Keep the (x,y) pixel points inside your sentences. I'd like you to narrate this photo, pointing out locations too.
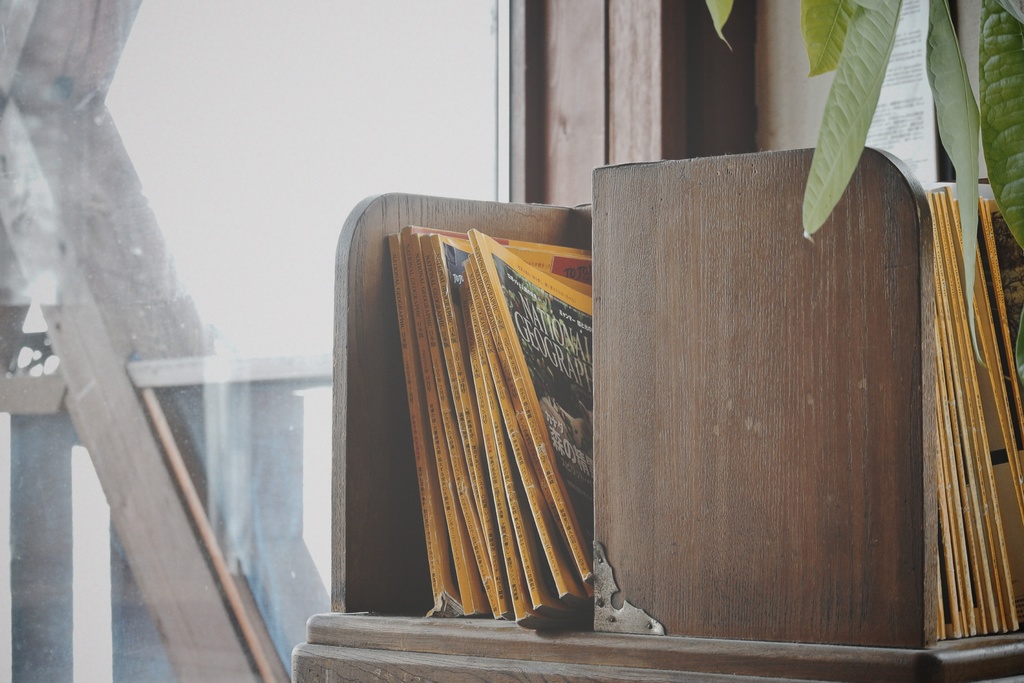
In this image I can see in the middle (504,289) there are books (567,455), in the right hand side (851,8) top there are green leaves (981,49), on the left side (213,220) it looks like a glass (162,360).
